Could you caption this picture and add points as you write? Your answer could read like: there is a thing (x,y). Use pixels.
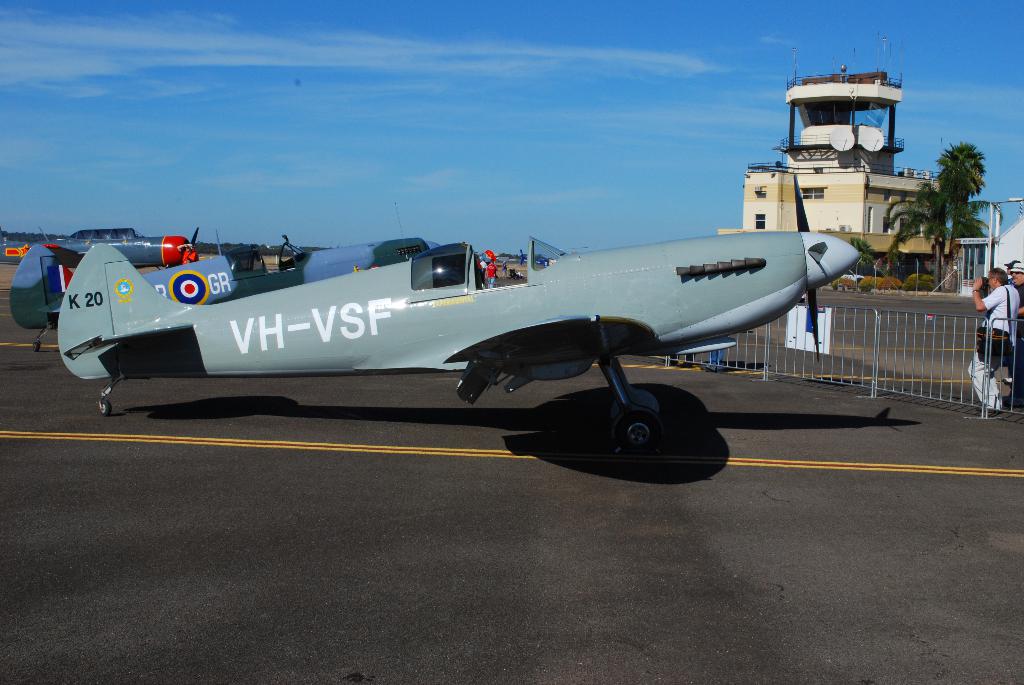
In this image I can see a flight (431,326) visible on the road (279,611) and I can see the sky (357,48) at the top (726,36) on the right side (992,360) I can see a camera man (996,319) taking the picture of the flight (706,309) and beside him I can see a fence (878,323) and a person (1015,277), on the right side (781,170) I can see a building (844,114) and tree (952,213).
